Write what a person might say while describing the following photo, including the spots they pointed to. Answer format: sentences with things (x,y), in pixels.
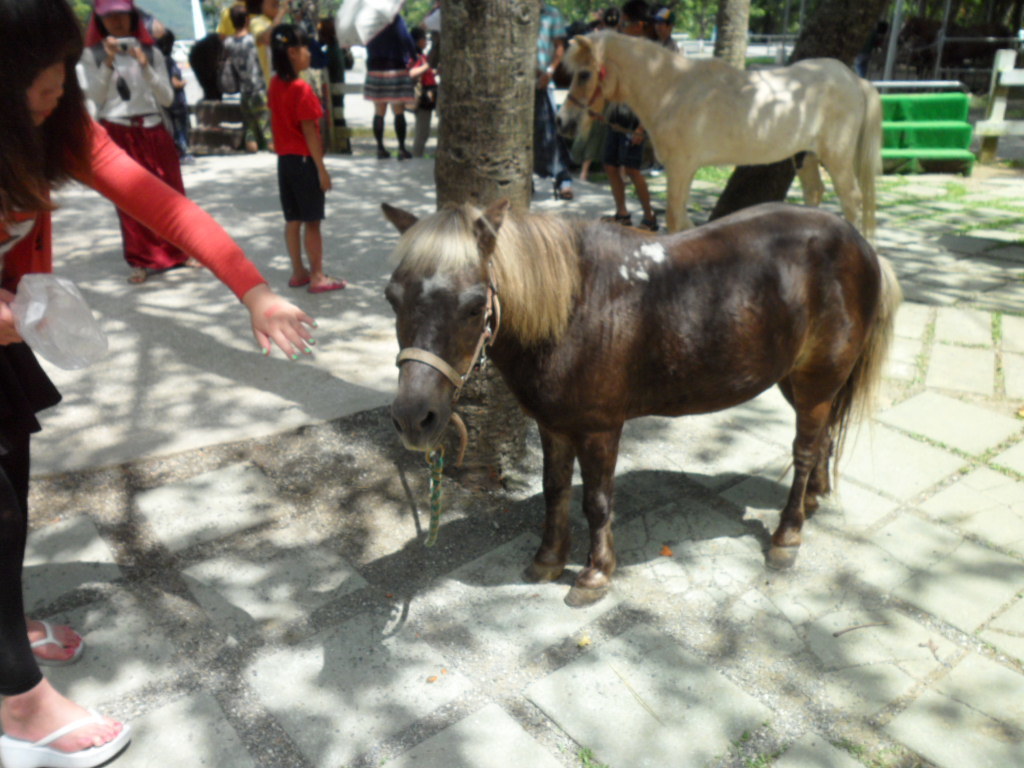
In this image I can see the group of people (234,290) with different color dresses (168,214). I can see few animals (595,304) which are in brown and white color. In the background (502,80) I can see the trees (695,7) and few objects (884,124).
